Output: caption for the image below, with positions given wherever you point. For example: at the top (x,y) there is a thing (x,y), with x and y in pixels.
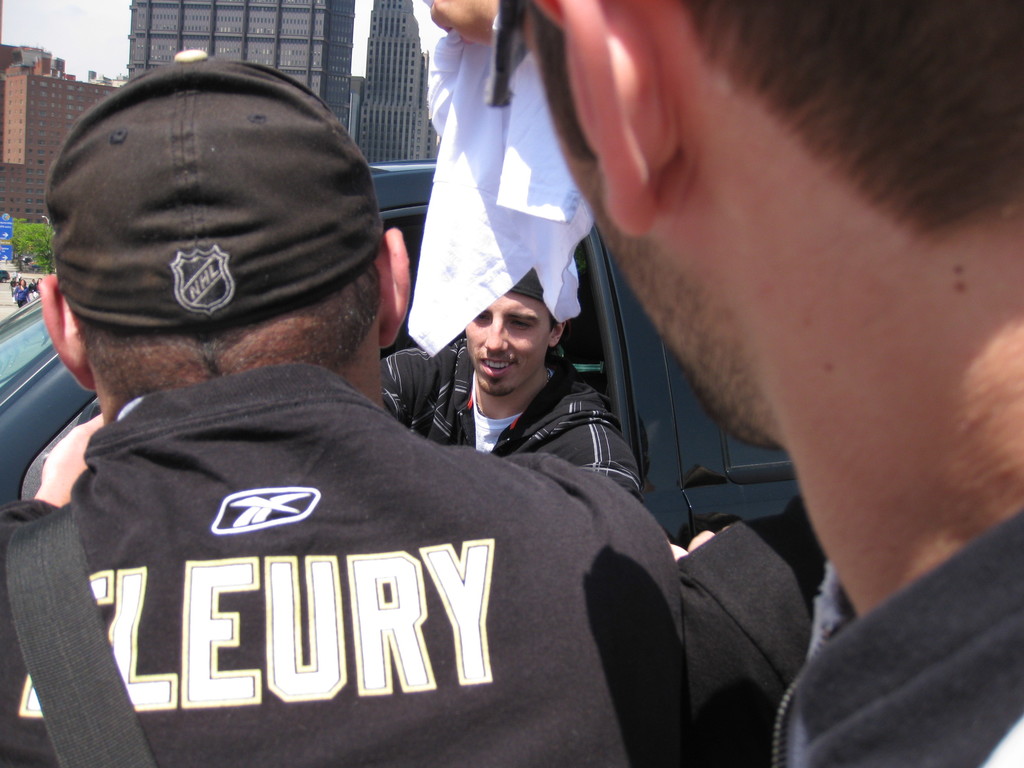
In this picture I can see there are three men (558,505), the man (953,604) on top right side (887,219) is holding a kerchief (498,113) and the person (626,576) at left side (203,293) is wearing a cap (257,271) with a logo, the coat (309,546) and there is something written on it, he is wearing a bag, there is another person (473,413) sitting in the car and smiling. In the backdrop (50,243), I can see there are few plants (32,234), buildings (274,66) with glass windows (345,57) and the sky (97,28) is clear.
